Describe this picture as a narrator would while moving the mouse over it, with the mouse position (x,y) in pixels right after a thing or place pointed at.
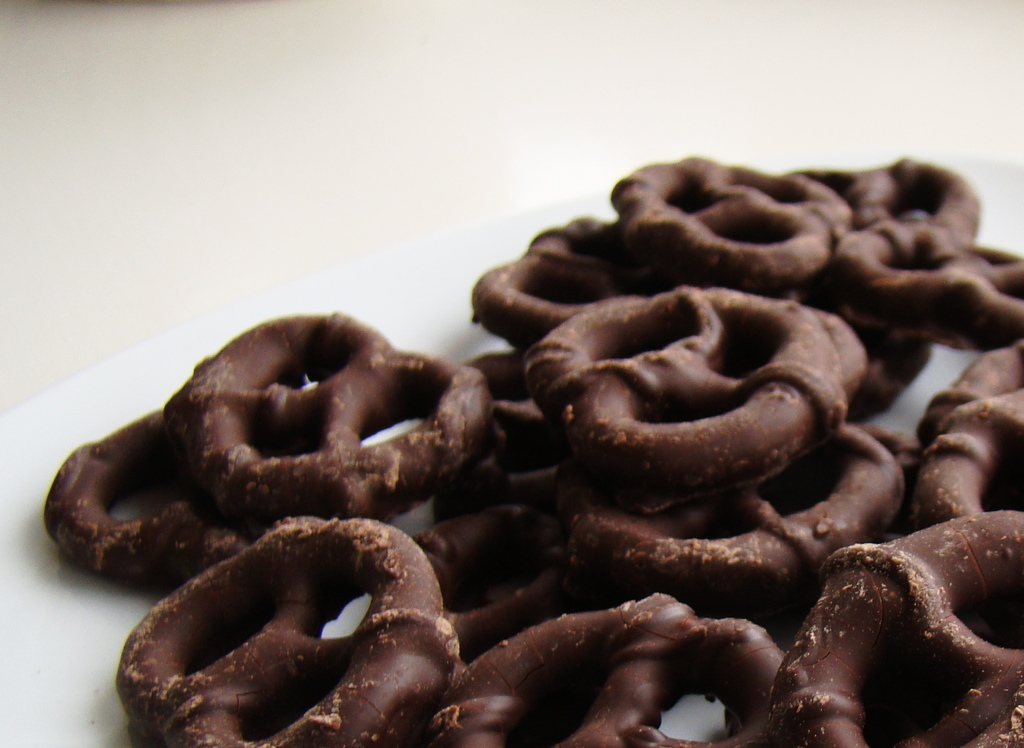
In this image we can see some baked food (560,265) placed on the surface (402,335).
